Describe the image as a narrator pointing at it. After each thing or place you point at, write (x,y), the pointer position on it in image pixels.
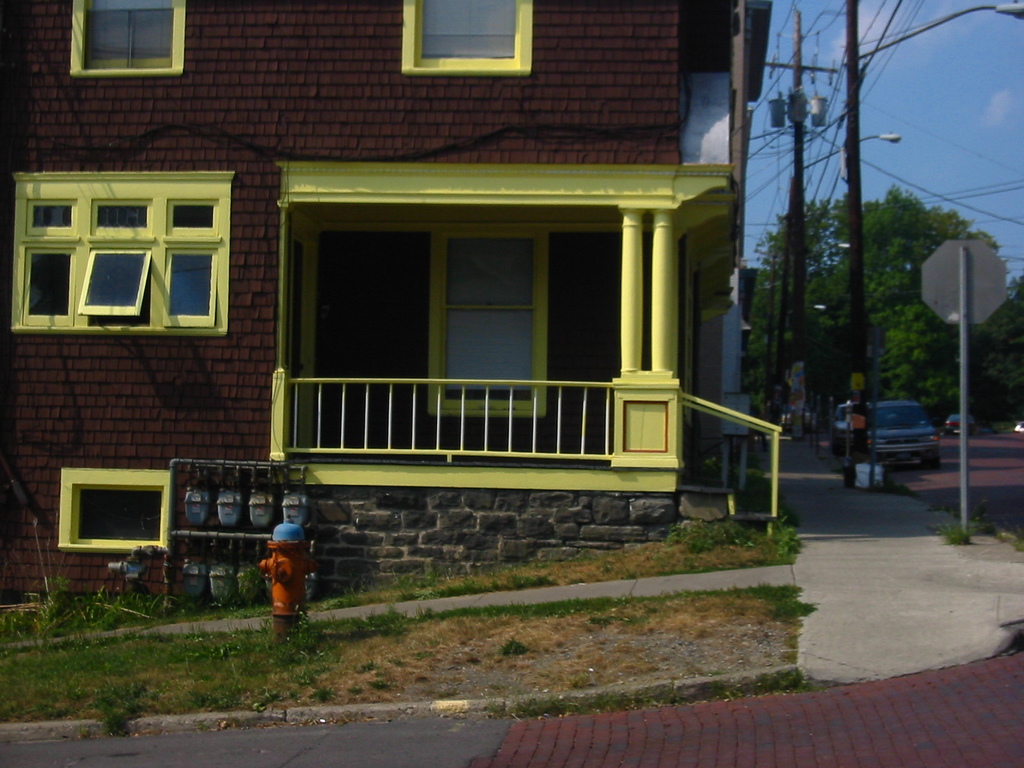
At the bottom of the image (395,683) there is ground (460,647) with grass (300,636) and also there is a standpipe (280,609). Behind that there is a pole (305,465) with few objects (191,585) and hanging on it. In the image there is a building (387,88) with brick walls (347,77), windows (136,39), poles (629,299) and railing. In front of the building (733,416) there is a footpath (836,610) with sign board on a pole (962,463). And also there are few electrical poles (795,190) with wires (837,118) and street lights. On the right corner of the image (977,479) there is a road (1020,453) with car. In the background (901,328) there are trees (806,304). In the top right of the image (880,132) there is sky (910,56).
